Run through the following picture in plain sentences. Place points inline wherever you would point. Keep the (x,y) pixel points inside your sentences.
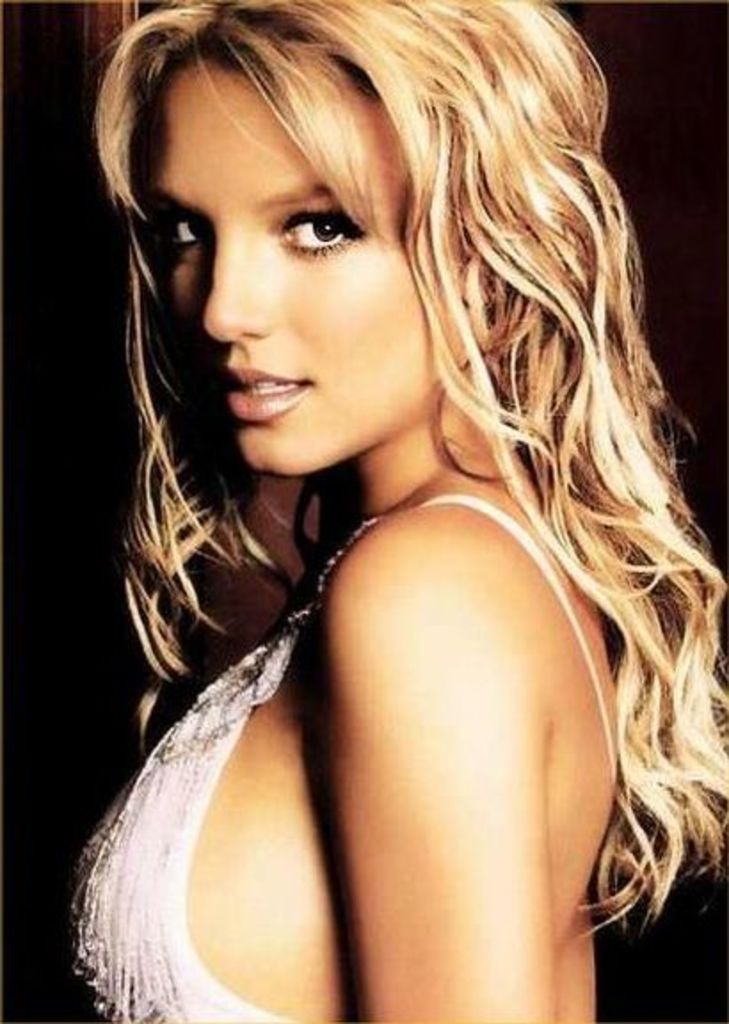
In this image I see a woman (149,82) and she is wearing white dress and it is dark in the background (28,735).
